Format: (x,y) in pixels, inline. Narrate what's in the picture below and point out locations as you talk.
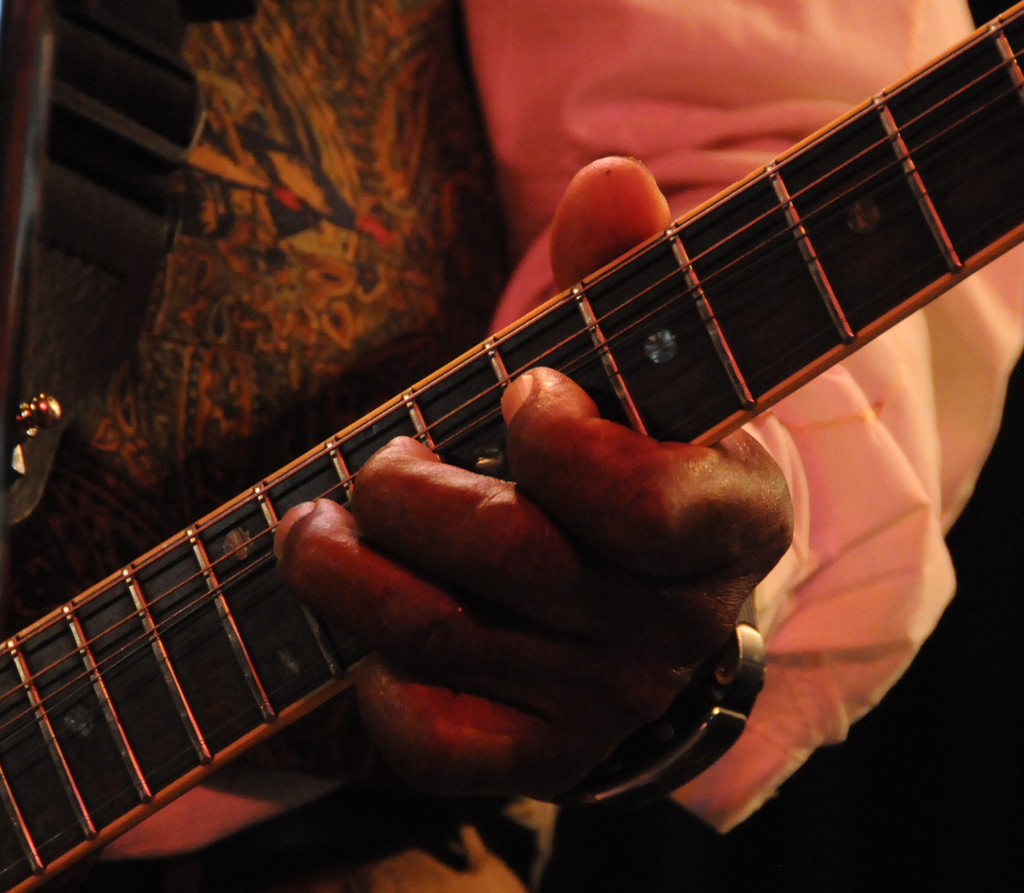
In this image we can see a person (431,529) wearing white color shirt (803,550) playing guitar (361,651).
